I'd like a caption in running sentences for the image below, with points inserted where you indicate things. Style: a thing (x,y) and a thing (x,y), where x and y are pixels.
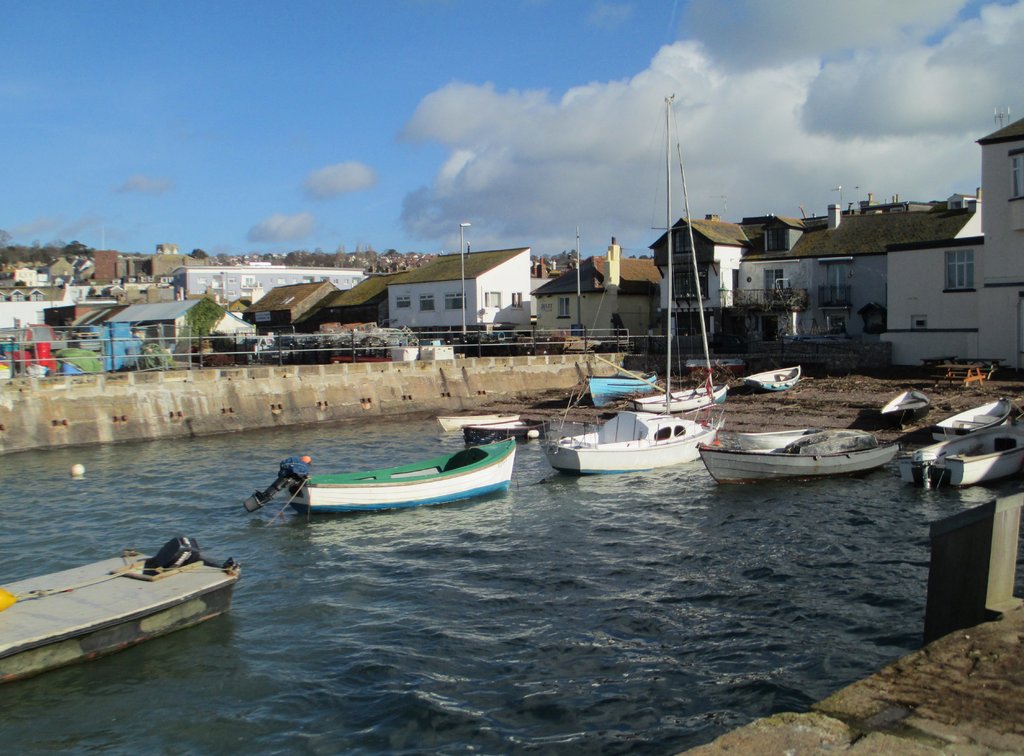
In this image, in the middle (615,457), we can see ships (782,445) which are floating in the water (568,562). On the left side (200,573), we can also see other ships (182,581) which are floating in the water (234,690). On the right side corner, we can see a land (846,711). In the background (611,388), we can see some ships (628,386) on the sand (1009,376), metal rod (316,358), metal grill (284,350), street light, building (467,317), houses (491,263), trees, pole (668,258). At the top (586,95), we can see a sky (732,195), at the bottom (621,628), we can see water (505,567) in a harbour (457,546).
